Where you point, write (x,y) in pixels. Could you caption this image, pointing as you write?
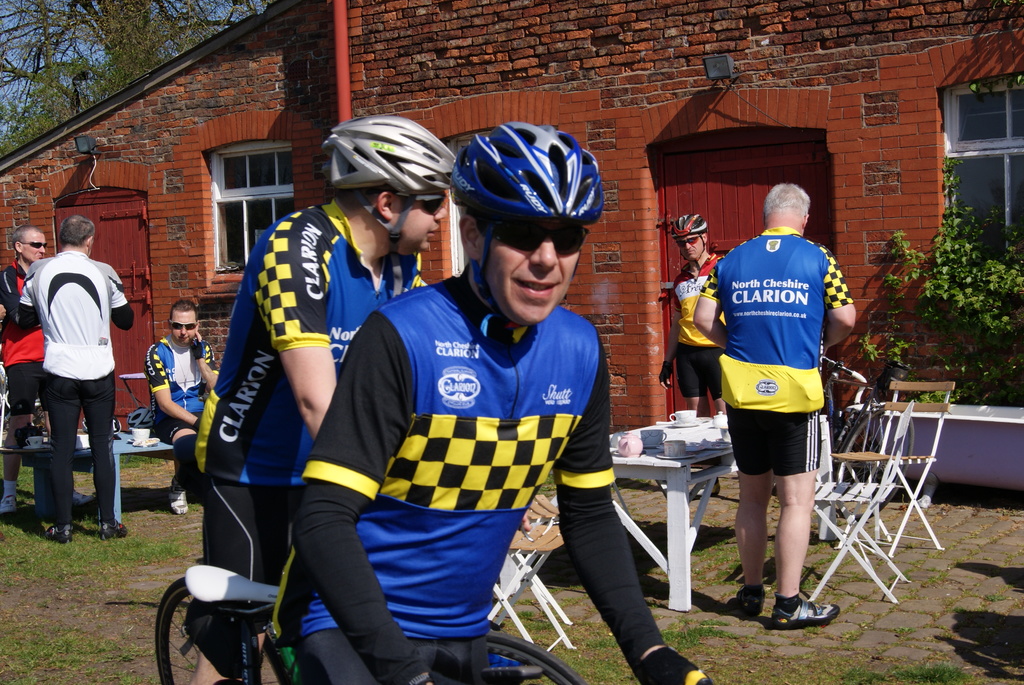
In this image I can see few persons (456,533) wearing blue, black and yellow colored dress (469,480) are riding bicycles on the ground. In the background (757,365) I can see few persons (757,365) standing, a person (193,436) sitting on a bench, a table (692,433), few cups (681,446) and few other objects (631,434) on the table (695,452), a bicycle (858,403), a house (718,142) which is brown and black in color, few windows (1007,136) of the building (758,223), few trees (58,68) and the sky (1,35).
